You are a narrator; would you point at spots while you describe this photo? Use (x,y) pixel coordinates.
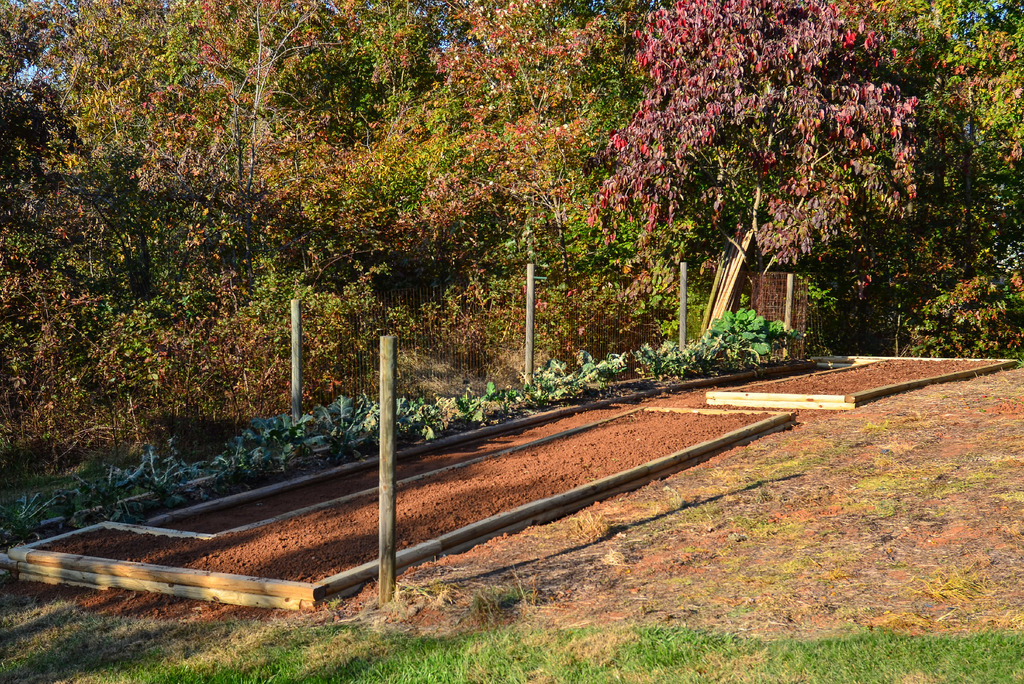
There is grass (288,654) on the ground (510,661). In the background (974,331), there are wooden poles (736,286), there are wooden frames (931,358) arranged on the ground (562,419), there are trees (481,154) and there is sky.
